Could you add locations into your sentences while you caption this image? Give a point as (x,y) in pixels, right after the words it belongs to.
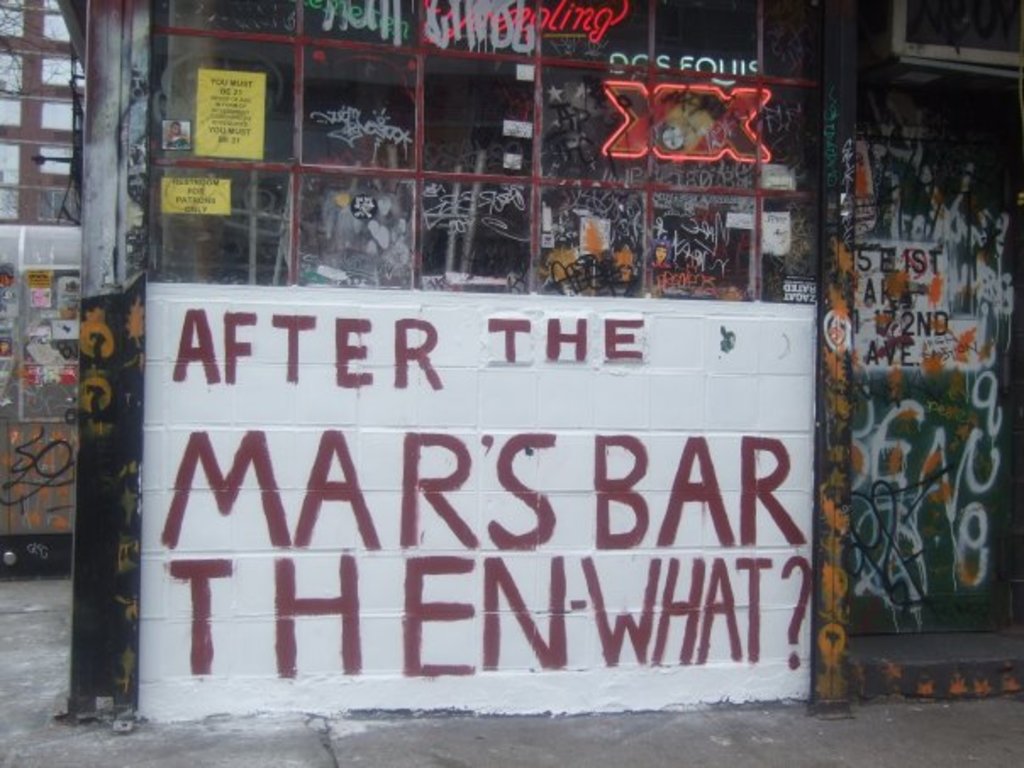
In this image we can see a wall (270,340) on which some text (199,632) was written, posters (784,243) are pasted on it and some digital text (601,29) is displayed.
